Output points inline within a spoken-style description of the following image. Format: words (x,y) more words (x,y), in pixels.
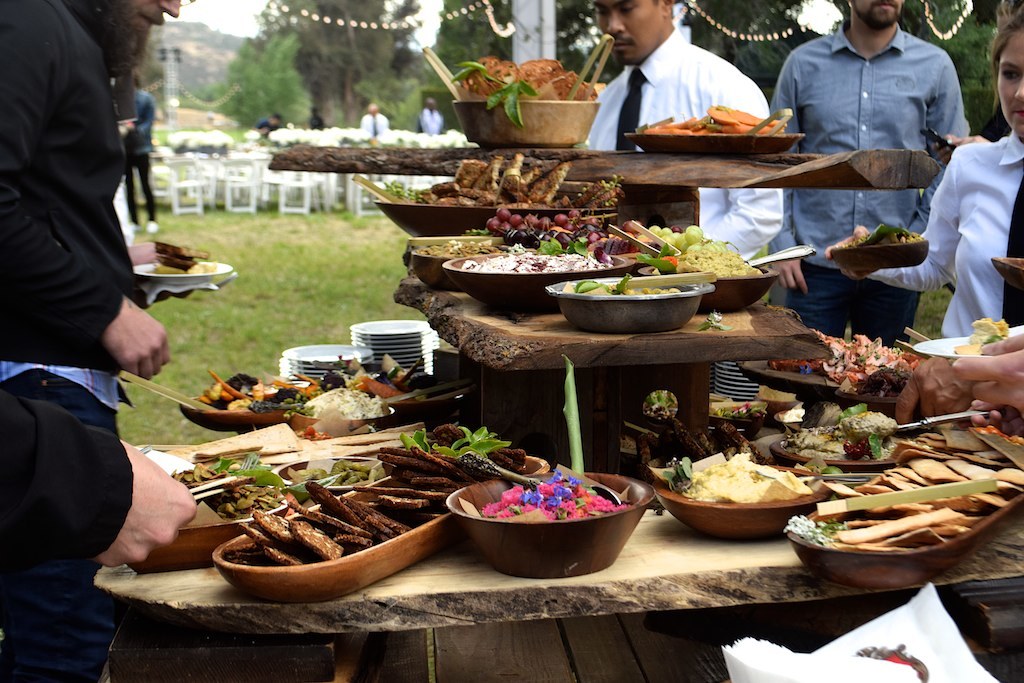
In this image there are few people (758,205) visible and there is a wooden table (901,157) on which there are bowls (690,136) and on the top bowls (540,109) there is a food item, at the top (192,126) there are trees (344,123), people (138,135), chairs (207,181) kept on ground (331,240), lighting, the sky (187,12), may be the hill (199,63). On the left side (65,127) one person (117,111) holding a plate (211,278) in which contain food item (183,253), on the right side (1006,220) there are two people (959,261) holding a plate (929,242) in which contain a food item (974,334).
